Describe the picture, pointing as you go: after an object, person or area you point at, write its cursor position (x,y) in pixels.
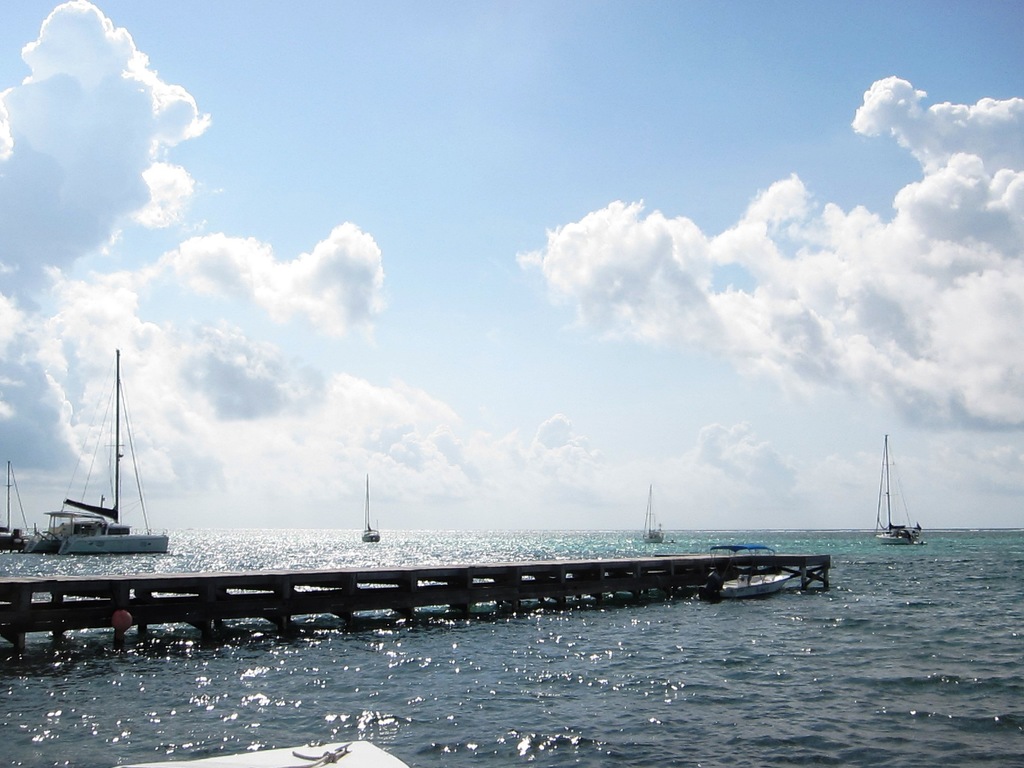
Here in this picture we can see a wooden dock (563,595) present in the sea (21,575), as we can see water (257,560) present all over there and we can see boats (149,527) present here and there in the water (872,552) and we can see clouds (281,387) in the sky (559,254).
